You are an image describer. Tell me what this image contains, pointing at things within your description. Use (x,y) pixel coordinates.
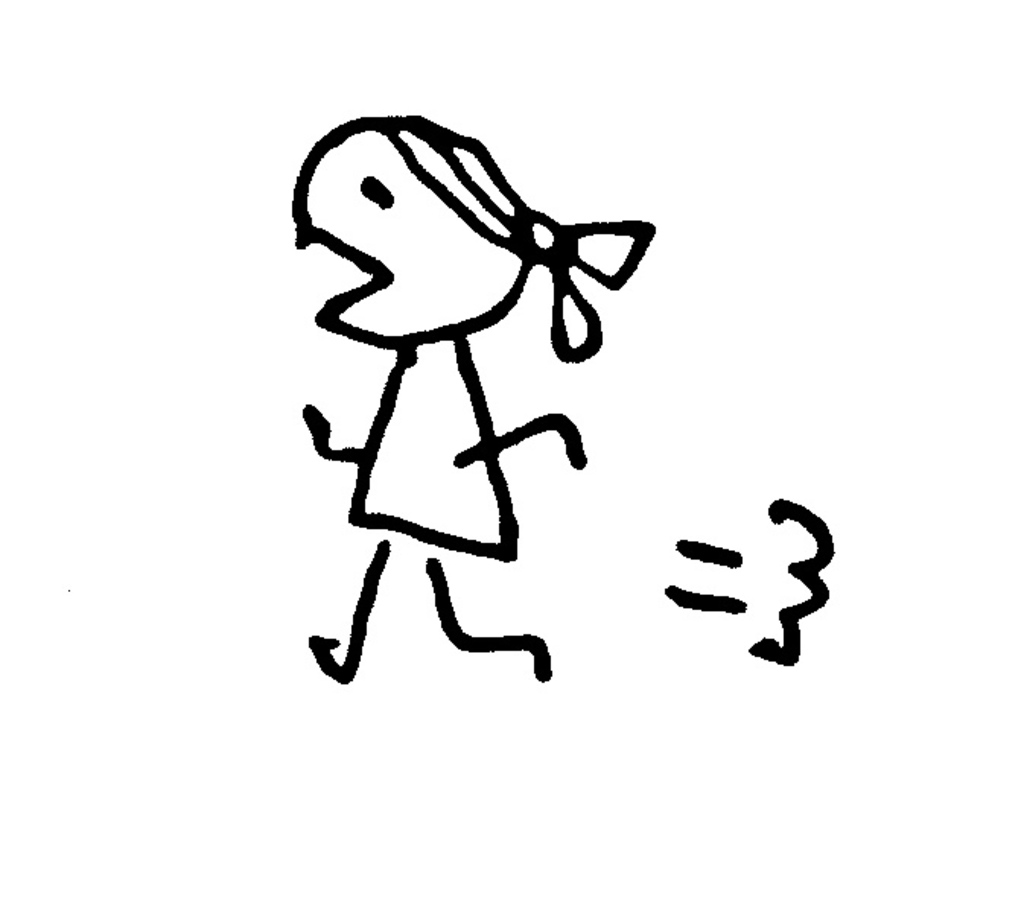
This picture contains line art (371,181). It is drawn in black color. In the background (189,518), it is white in color.
